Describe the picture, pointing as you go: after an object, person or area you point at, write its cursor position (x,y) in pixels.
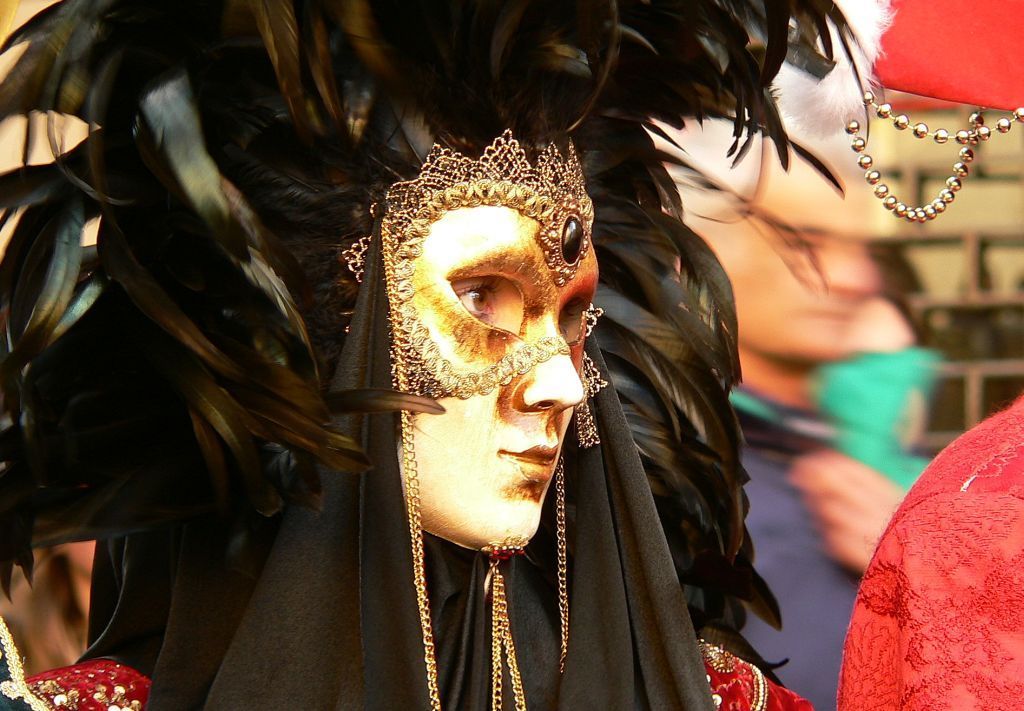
In this image there are a few people (627,430) in different costumes (430,392). In the background (889,241) there is a wall (961,360).
